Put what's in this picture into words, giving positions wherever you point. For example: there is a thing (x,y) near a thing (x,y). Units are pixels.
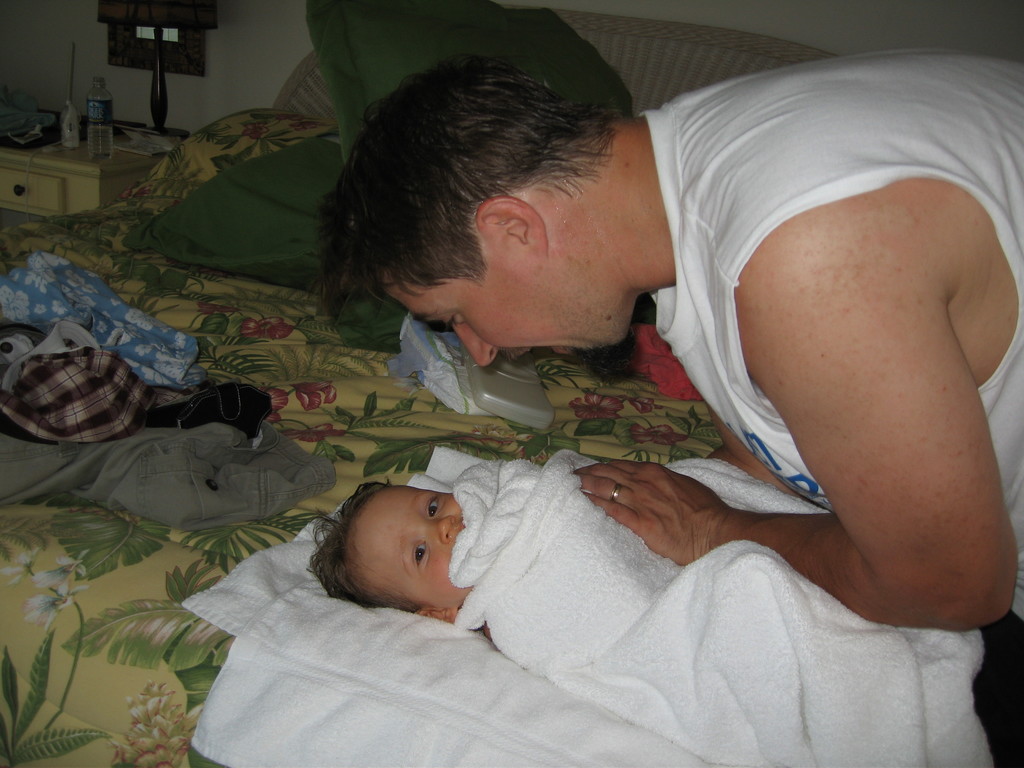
In this image, we can see a baby (444,494) lying on bed (119,665). There is a person (806,310) on the right side of the image (958,399) wearing clothes (698,362). There are clothes (150,420) on the left side of the image (97,301). There is a drawer table (52,188) in the top left of the image (52,188) contains lamp (163,9), bottle (95,143) and some objects (69,123).
